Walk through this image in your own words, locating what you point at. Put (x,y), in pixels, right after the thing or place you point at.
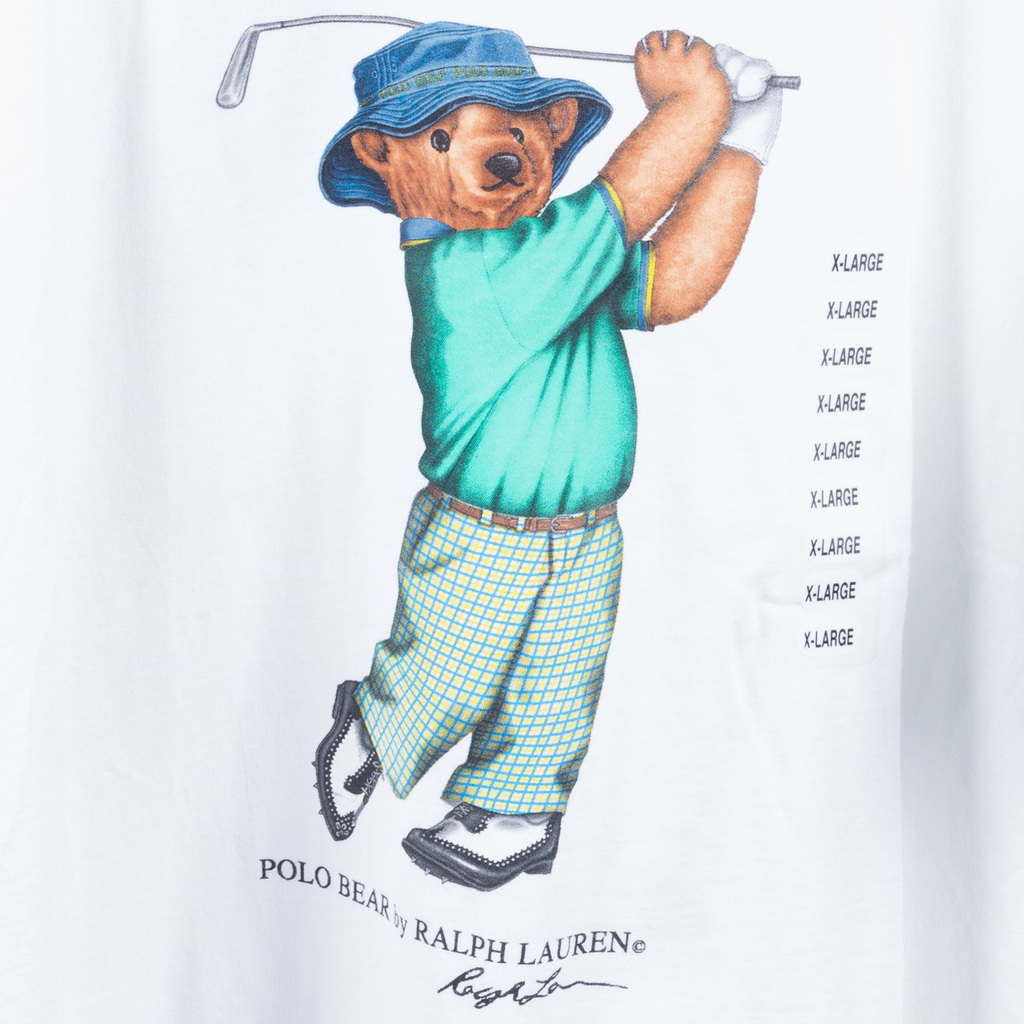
In this image there is a drawing picture (429,423) of a animal (509,295) is holding a golf club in middle of this image (549,345). There are some text (827,497) on the right side of this image (815,493) and in the bottom of this image (383,896) as well.
